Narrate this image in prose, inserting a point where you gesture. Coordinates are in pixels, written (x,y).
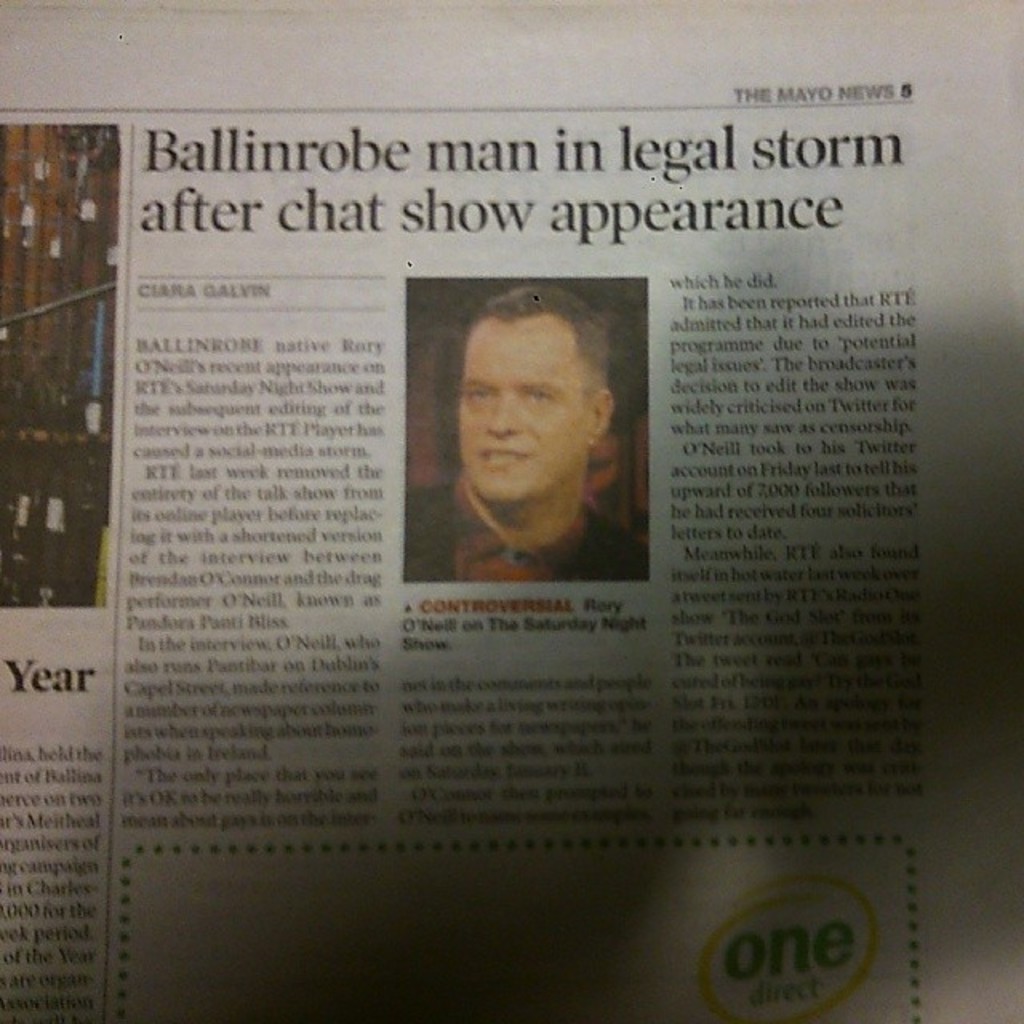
In this image I can see a newspaper (423,203) and something is written with black color. I can see a person face (494,435).
